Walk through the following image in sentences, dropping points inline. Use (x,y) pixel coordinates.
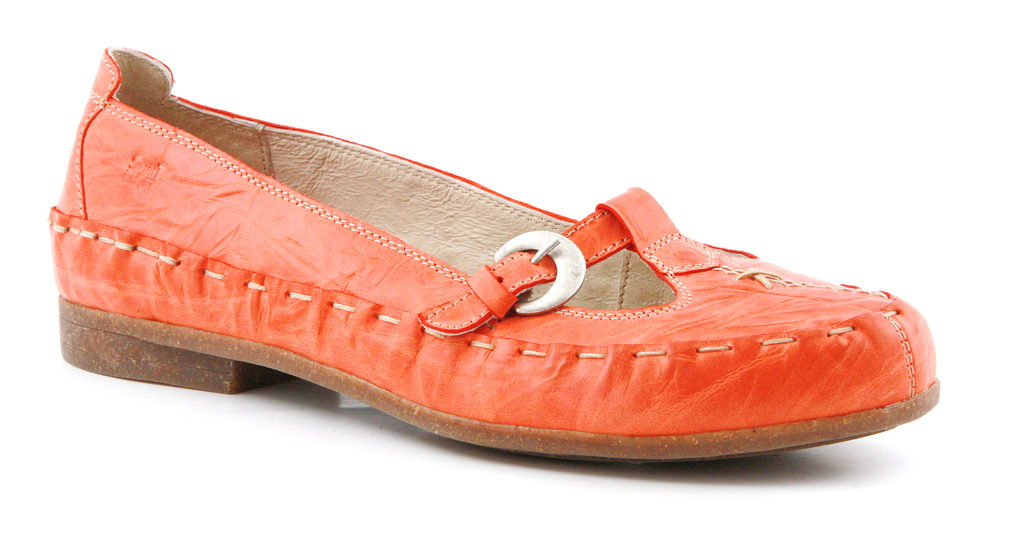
in this image we can see an orange color shoe (458,281) on a surface (355,449).
